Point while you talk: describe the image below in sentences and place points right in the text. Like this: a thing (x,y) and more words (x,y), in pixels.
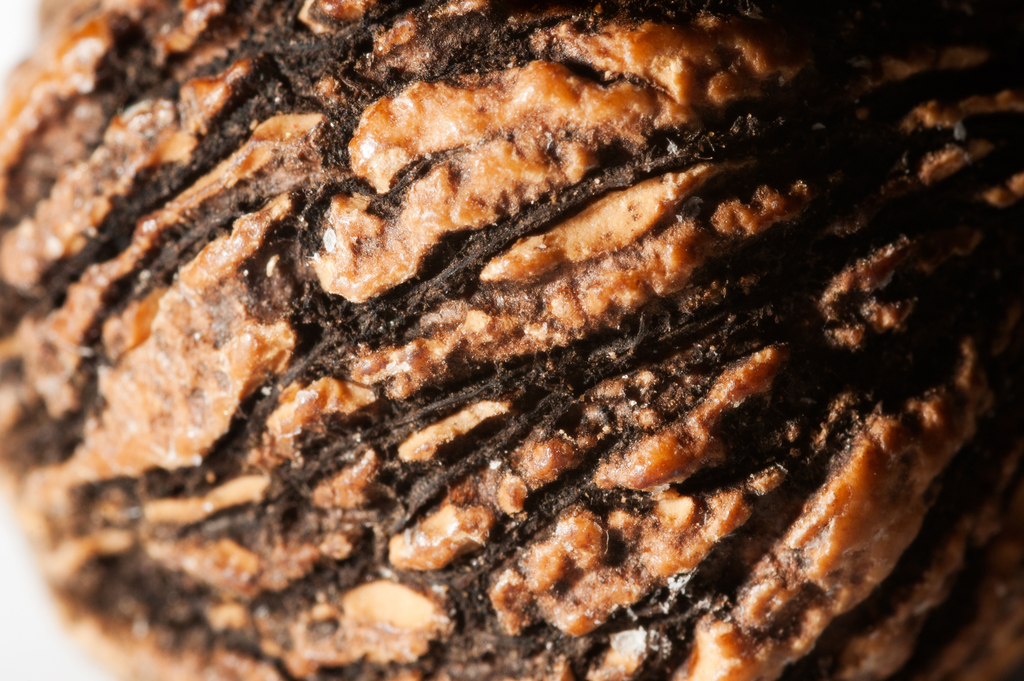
In this image we can see a food product (674,308), it is in brown and dark brown color.
